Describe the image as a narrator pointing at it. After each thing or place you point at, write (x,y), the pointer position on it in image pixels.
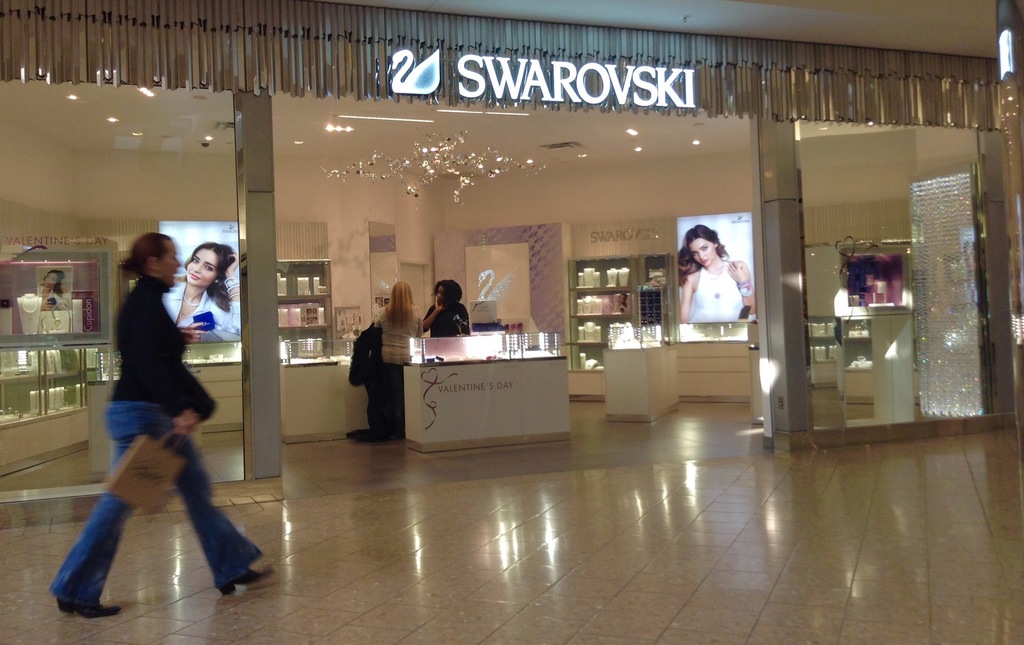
In this image there are people (183,381), tile floor (593,538), store (648,259), boards (546,61), cupboards (637,319), tables (558,406), lights (422,147) and things (305,282). Among them one person (133,329) is walking and holding a bag (137,453).
